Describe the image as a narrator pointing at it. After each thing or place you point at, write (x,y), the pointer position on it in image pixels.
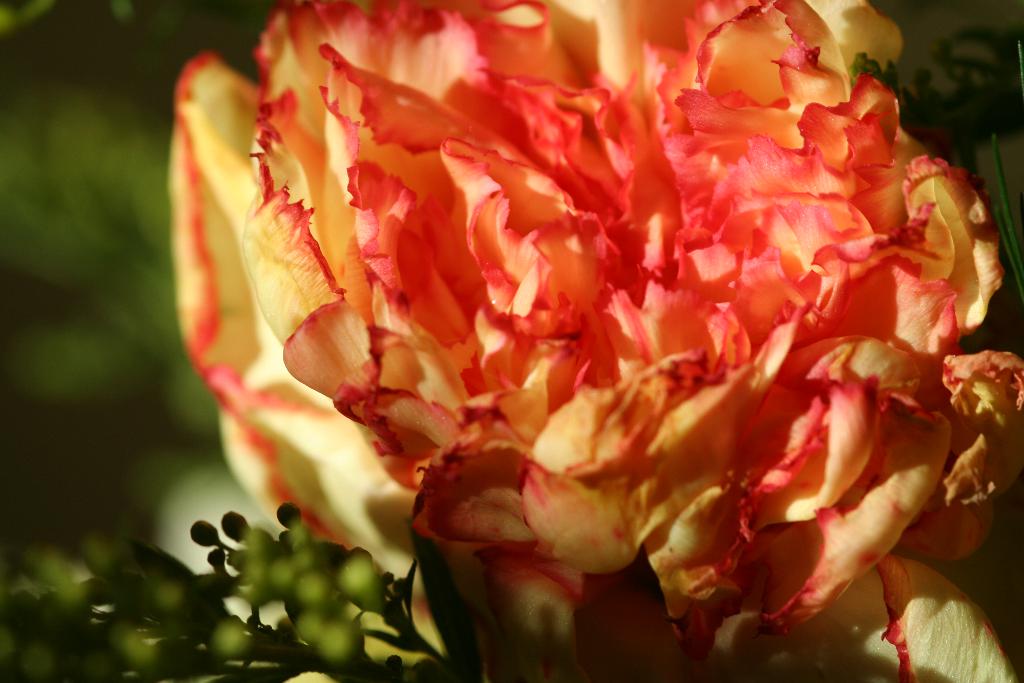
In the center of the image (432,426) there is a flower (582,511).
